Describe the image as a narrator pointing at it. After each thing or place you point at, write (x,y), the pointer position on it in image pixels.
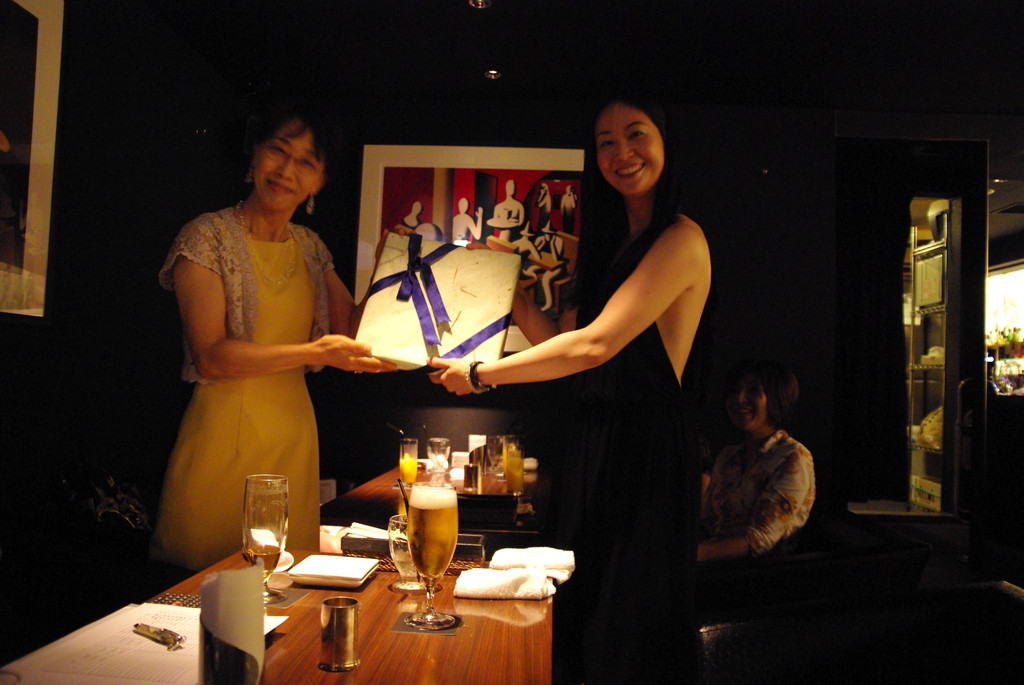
Background (160,79) is very dark. Here we can see a photo frame (458,150) and this is a door (962,360). Here we can see few plants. Here we can see one woman (727,501) is sitting and smiling. In Front of a table (450,600) we can see two women (635,328) standing and presenting a gift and they hold a smile on their faces (278,156). Here on the table (520,635) we can see glasses of drinks (411,510), bottle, tissue papers (502,590) and a nail cutter (162,641).
